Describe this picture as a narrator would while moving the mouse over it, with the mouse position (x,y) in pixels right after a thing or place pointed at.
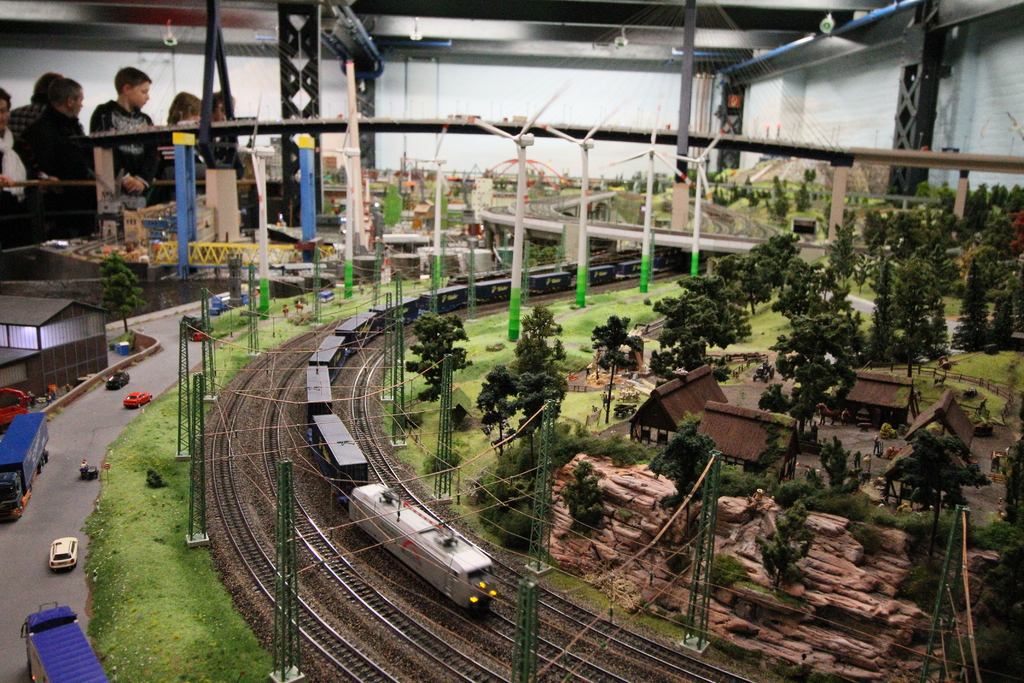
In this picture there is a train (360,493) on the track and there are few other tracks (377,453) beside it and there are few trees (806,350), houses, bridge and some other objects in the right corner (785,305) and there are few toy vehicles (61,546) and few people (94,116) standing in the left corner (70,112).
